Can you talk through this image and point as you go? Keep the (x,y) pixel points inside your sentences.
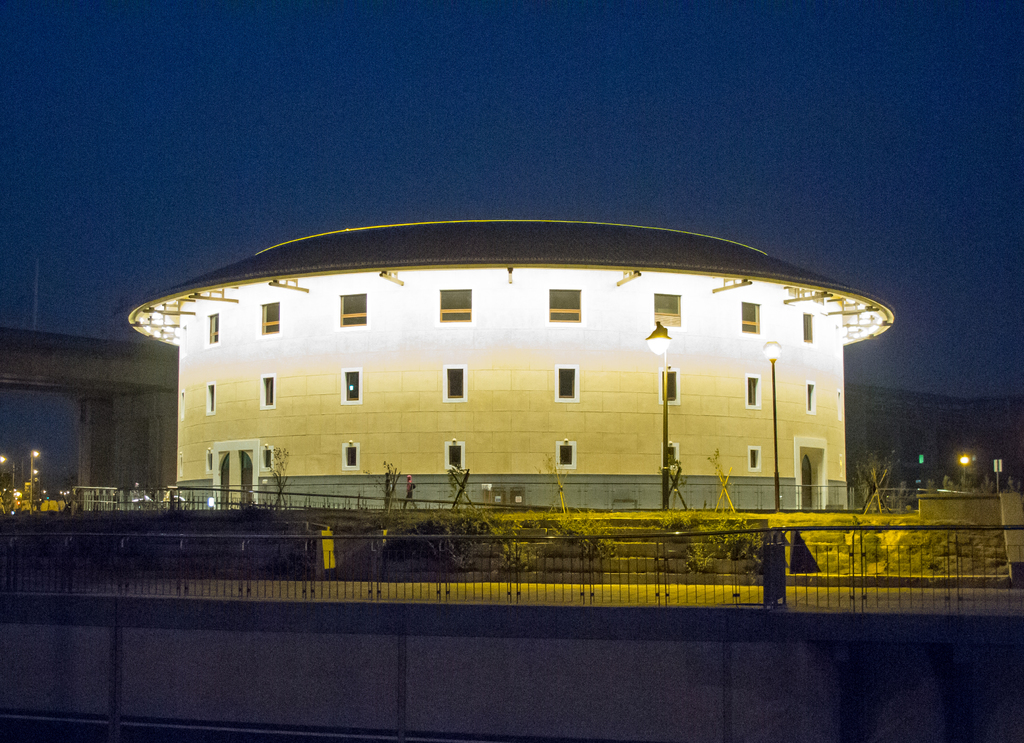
In this image in the center (483,277) there is one house (765,399) and some windows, in the foreground (466,539) there are some plants (718,536) poles (777,501) and street lights (664,405) and in the background (90,381) there are some vehicles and lights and a bridge (62,343). At the bottom (234,579) there is a walkway (291,581) and on the top of the image (561,112) there is sky (605,101).
